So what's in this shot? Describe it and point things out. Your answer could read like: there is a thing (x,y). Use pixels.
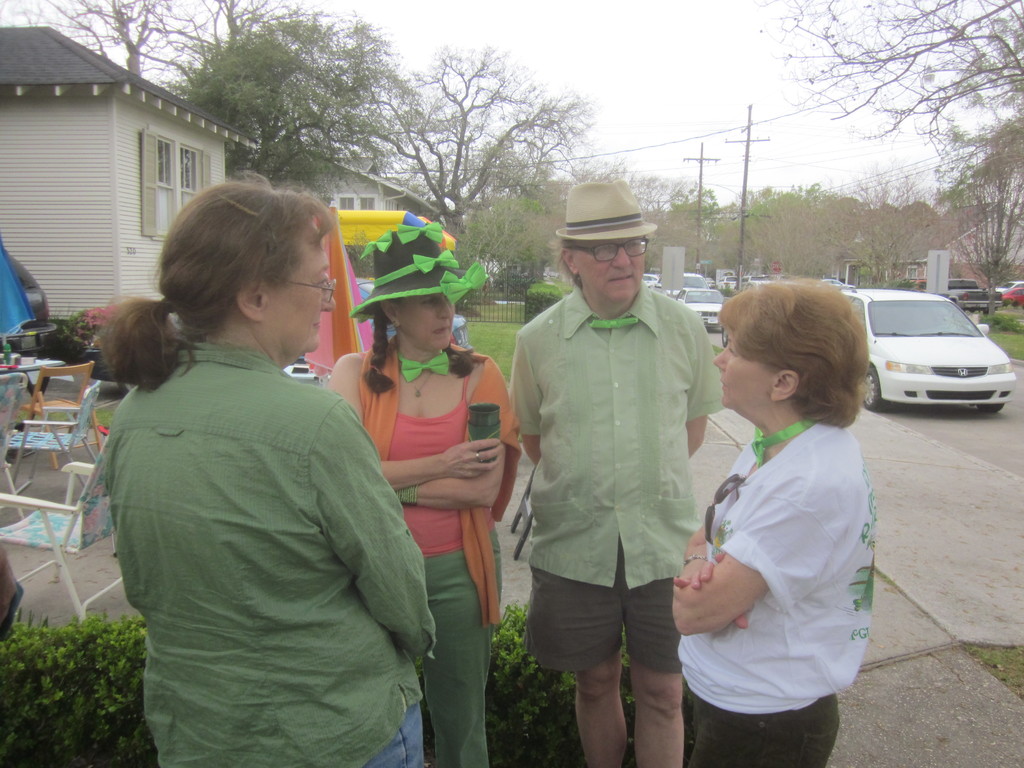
In this image I can see 4 people (599,521) standing. There are chairs (67,436), plants (127,664), buildings (1,198) and fence (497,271). There are vehicles (944,400) on the road (978,433) and there are trees (558,217) at the back (644,198).
